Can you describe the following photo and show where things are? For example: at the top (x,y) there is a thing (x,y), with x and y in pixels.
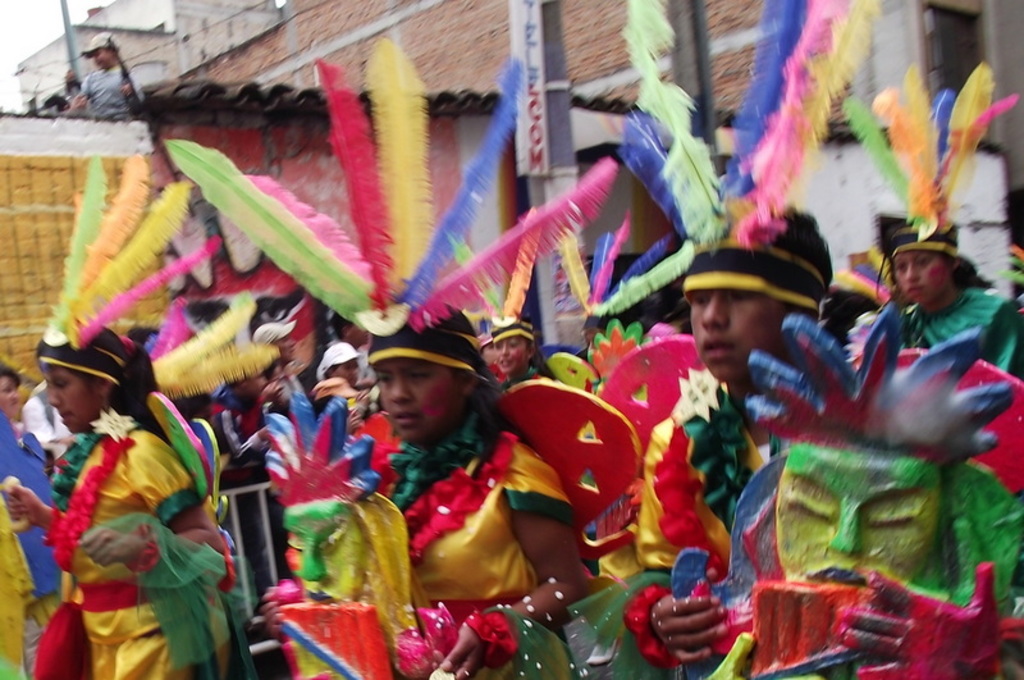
In this picture I can see some people (469,536) are wearing different costume (488,539) and dancing, side we can see people (116,67) are standing on the building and watching.
